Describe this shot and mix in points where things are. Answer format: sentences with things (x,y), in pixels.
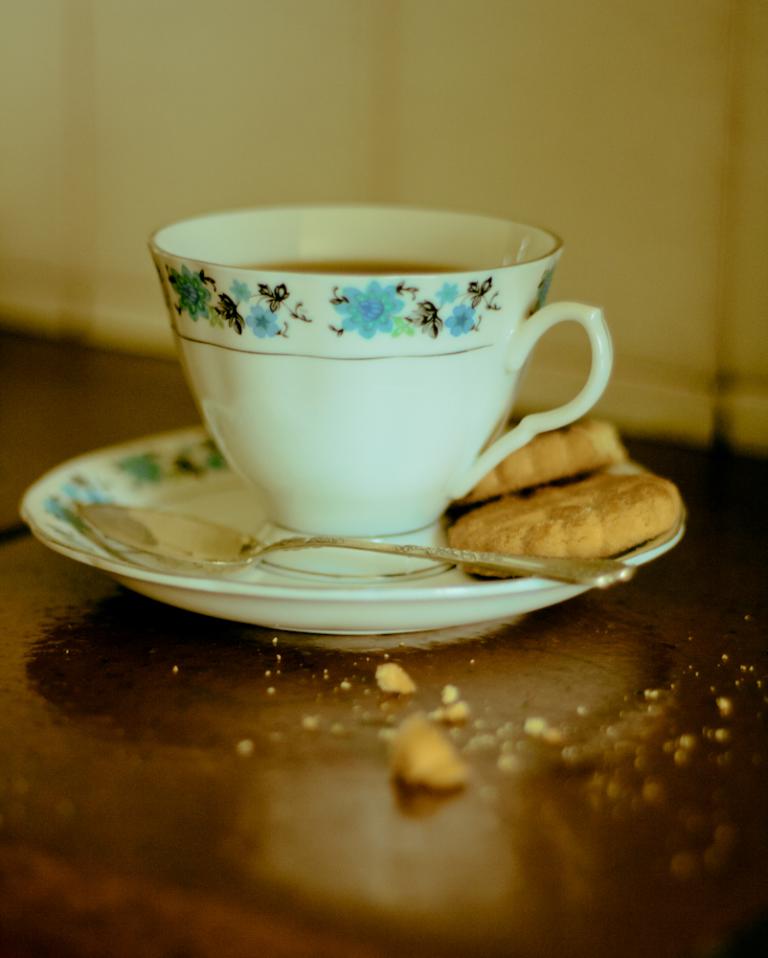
In this picture we can see a spoon (168,534), cup (358,504) and biscuits (493,516) in the saucer (225,496), also we can see blurry background (563,183).
